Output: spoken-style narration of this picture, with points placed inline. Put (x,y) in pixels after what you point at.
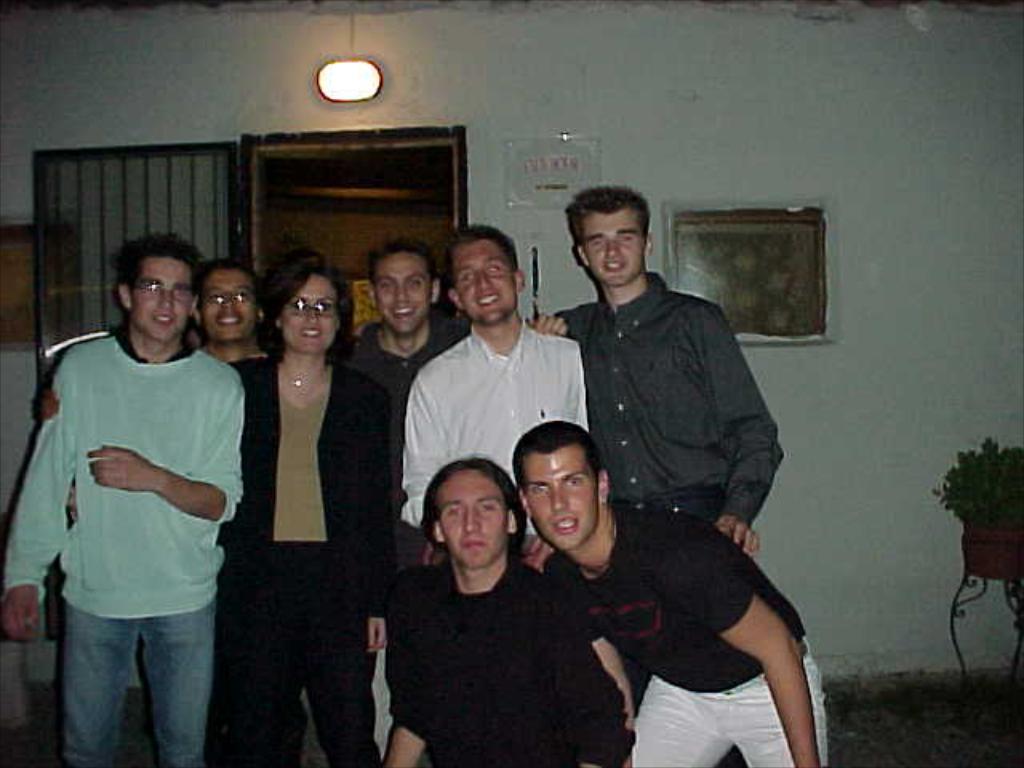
In this image we can see these people (481,291) are standing and smiling. In the background (755,309), we can see the photo frame (776,276) on the wall (881,344), we can see the door (429,170), light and flower pot (1021,542).
